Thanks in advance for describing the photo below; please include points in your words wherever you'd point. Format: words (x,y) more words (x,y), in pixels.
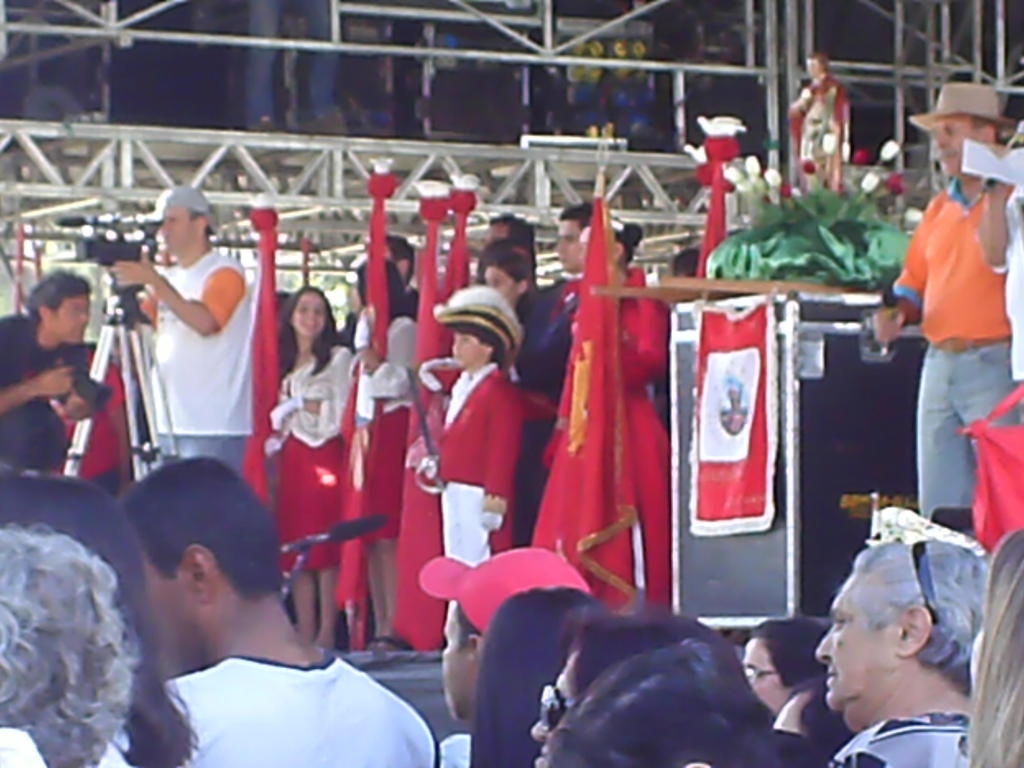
In this image we can see people (339,695). On the right (773,601) there is a board (871,484). On the left (62,434) we can see a man (169,298) holding a camera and there is a stand (125,341). In the background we can see railings (243,38) and there are flags (564,412).
